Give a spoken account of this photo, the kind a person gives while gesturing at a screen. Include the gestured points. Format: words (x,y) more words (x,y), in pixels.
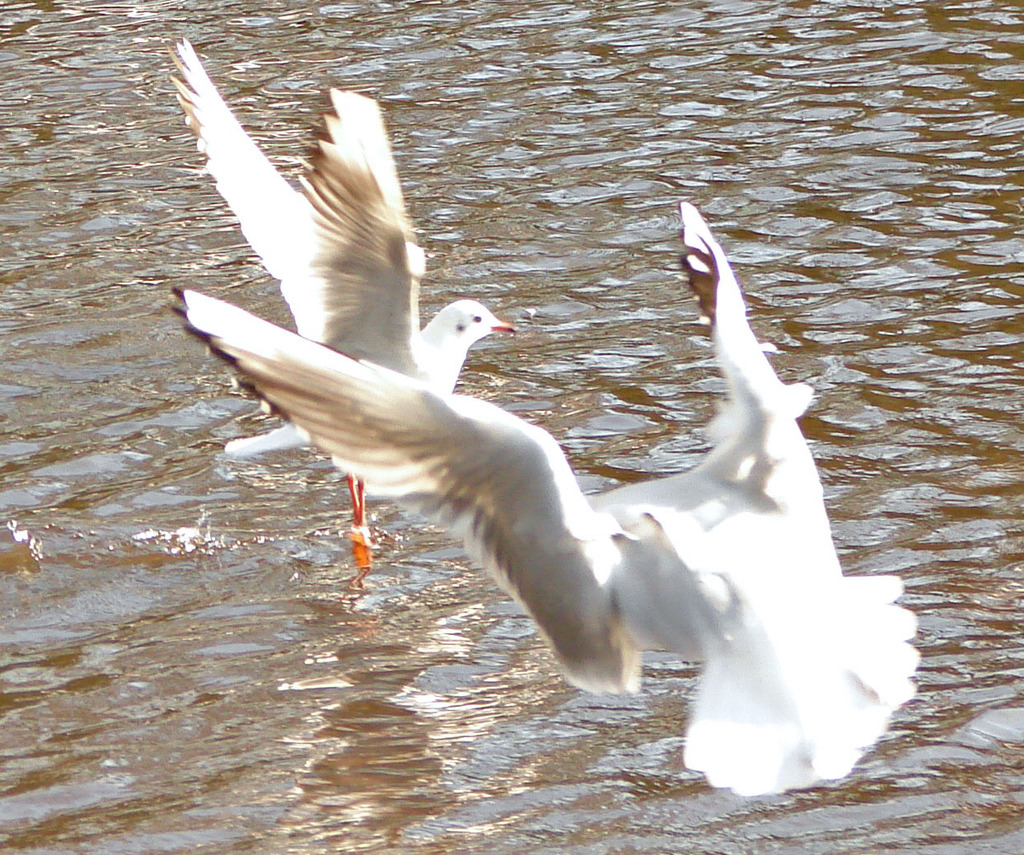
In the foreground of this image (514,494), there are two white color birds (440,425) flying in the air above the water surface (570,769).
